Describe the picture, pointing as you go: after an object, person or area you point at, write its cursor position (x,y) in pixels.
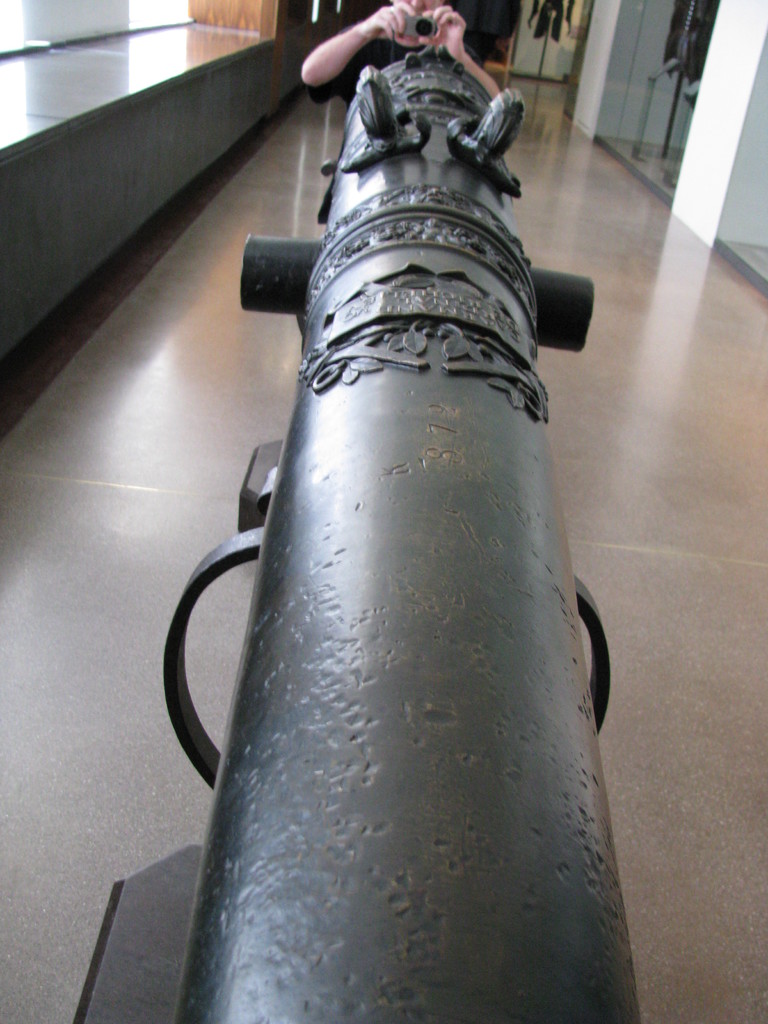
In this picture there is a cannon (572,997) in the foreground (494,524) and there is a person (430,5) standing behind the cannon (333,210) and holding the camera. At the back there is an object (544,34). On the right side of the image (703,2) there is a glass wall (737,222). On the left side of the image (168,223) there is a wall (89,272) and mirror (2,75). At the bottom (29,827) there is a floor (158,629).
